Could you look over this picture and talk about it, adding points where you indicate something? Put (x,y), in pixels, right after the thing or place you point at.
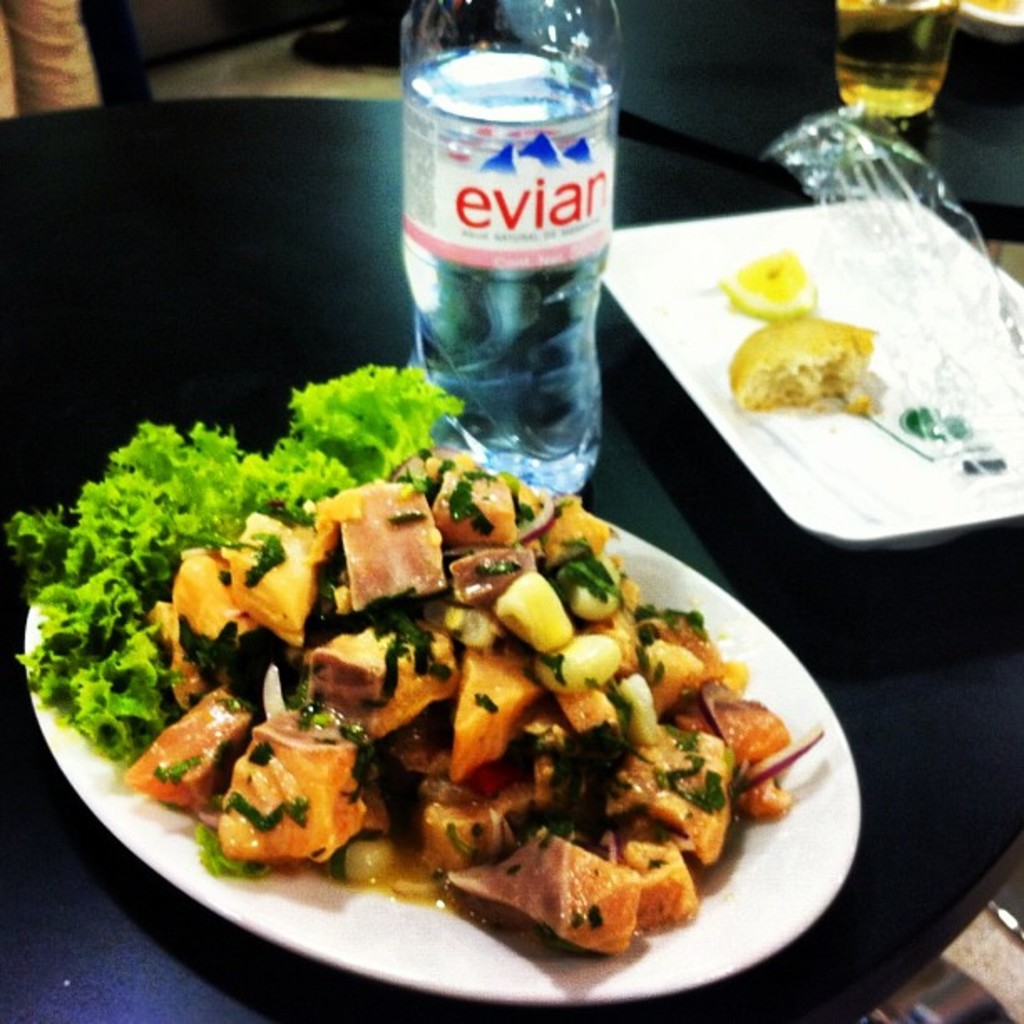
In this image there is a table (231,250) on which there is a plate (413,941). In the plate (383,697) there is some food (344,642) and green leaves (304,483) beside it. In the middle (504,366) there is a water bottle (480,325) on the table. On the right side (922,289) there is a tray (843,438) on which there are a lemon piece (775,299) and a cover (855,281). In the background (918,43) there is another table (833,101) on which there is a glass (877,75) with the drink (900,75). In the background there is a person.
